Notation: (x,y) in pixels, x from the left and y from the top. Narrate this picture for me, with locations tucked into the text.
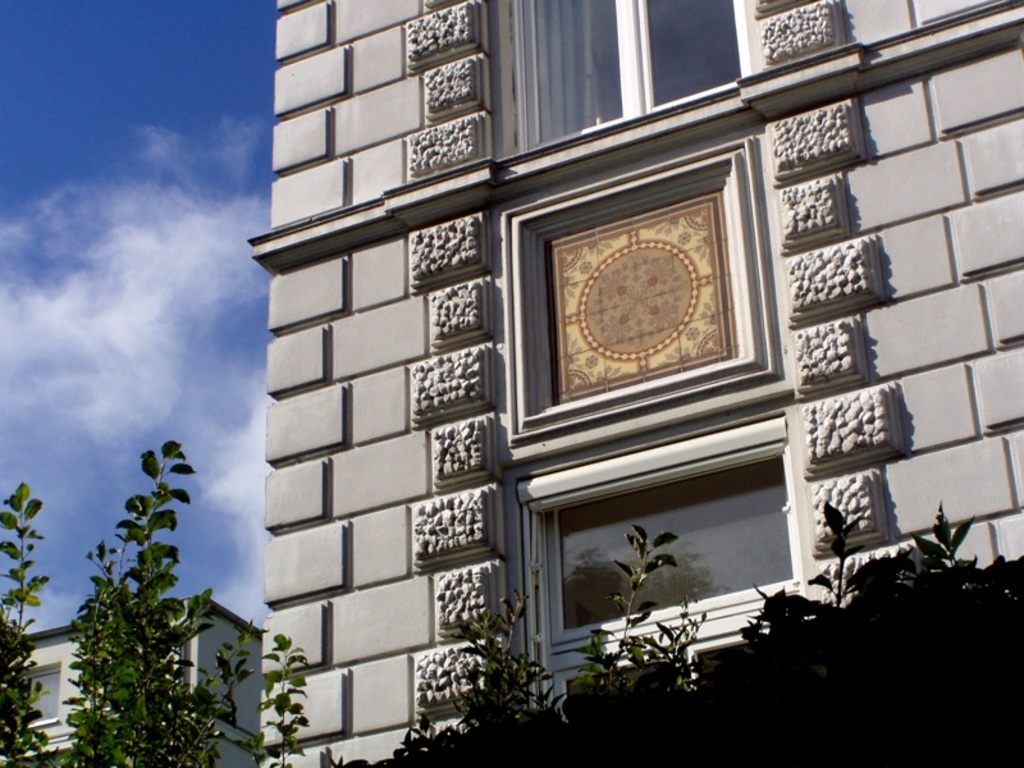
In this image there are plants (194,717), in the background (324,566) there are buildings (498,304) and the sky (148,277).
